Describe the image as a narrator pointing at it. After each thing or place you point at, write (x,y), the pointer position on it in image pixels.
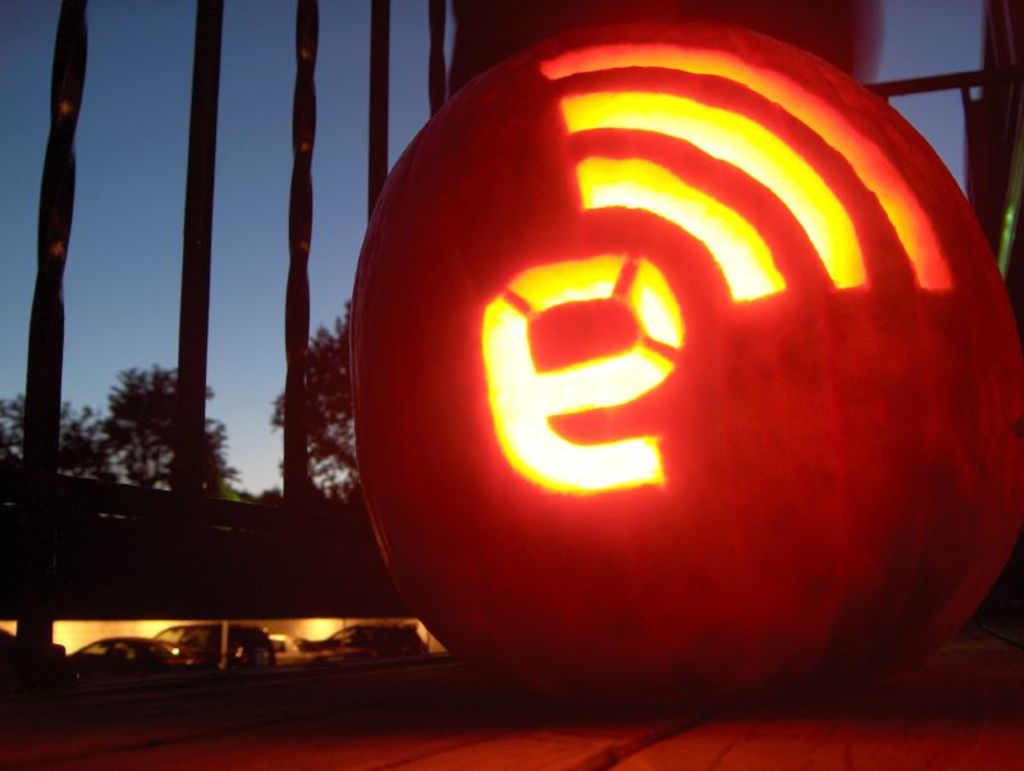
In this picture we can see vehicles (228,643) are on the road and we can see grilles (51,470), lighted object (623,345), some trees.
